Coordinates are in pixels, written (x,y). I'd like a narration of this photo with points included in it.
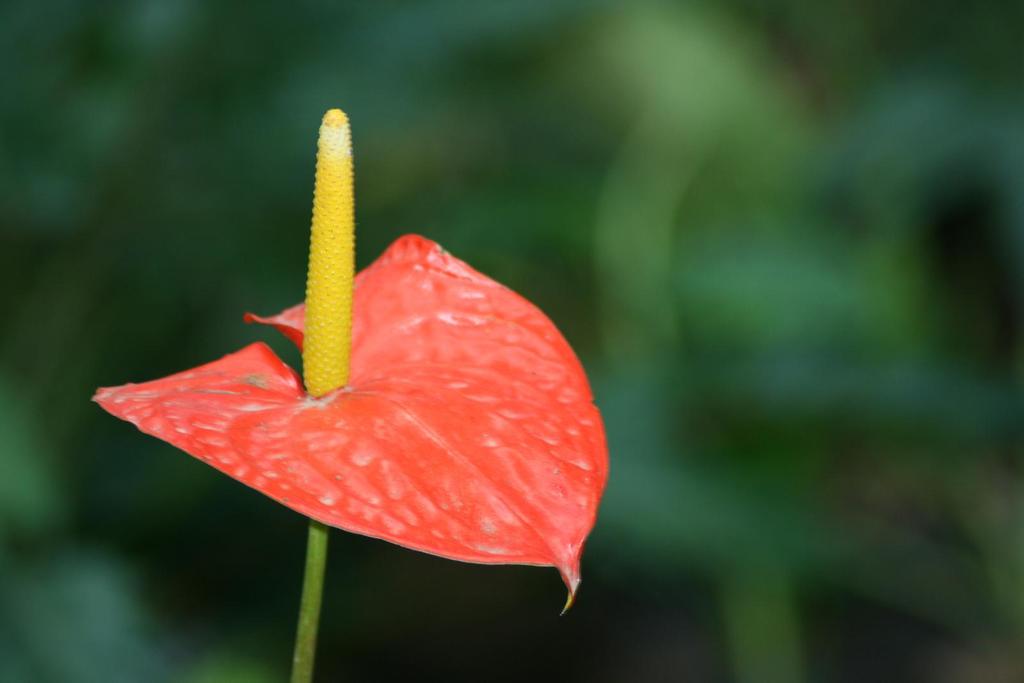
This image consists of a plant (291,441). The leaf (391,482) is in red color. The background (233,675) is blurred.
